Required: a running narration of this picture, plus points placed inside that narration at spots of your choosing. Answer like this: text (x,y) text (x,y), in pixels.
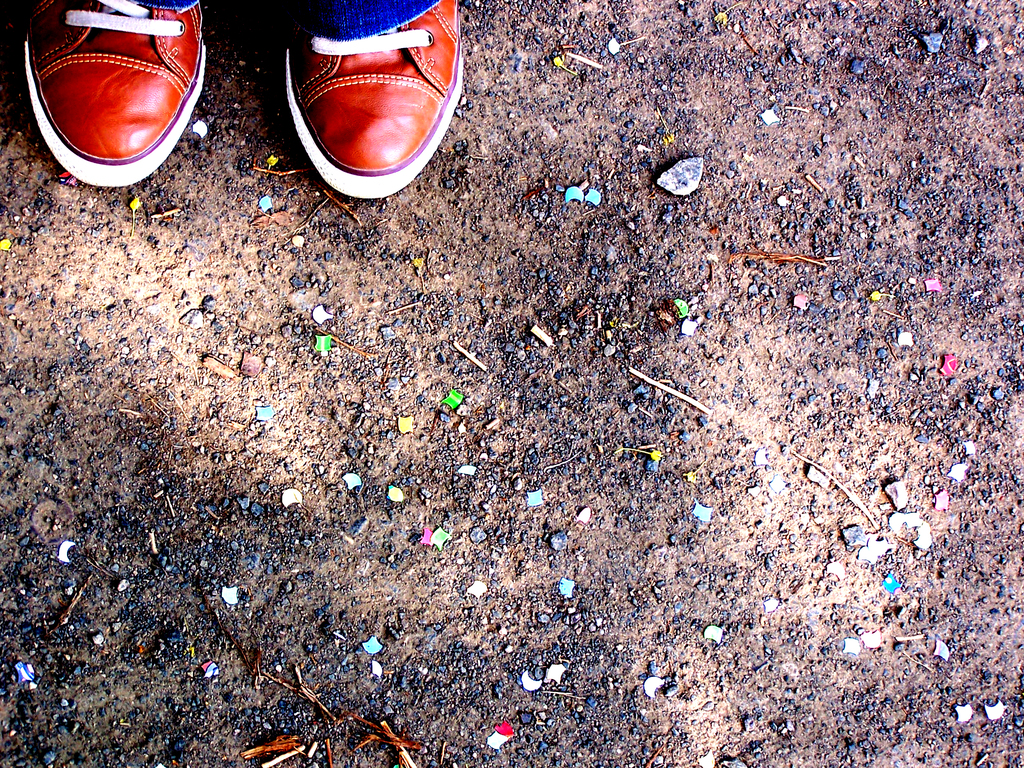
In this picture I can see pair of shoes (305,117) and I can see small stones (449,464) on the ground (384,503).
